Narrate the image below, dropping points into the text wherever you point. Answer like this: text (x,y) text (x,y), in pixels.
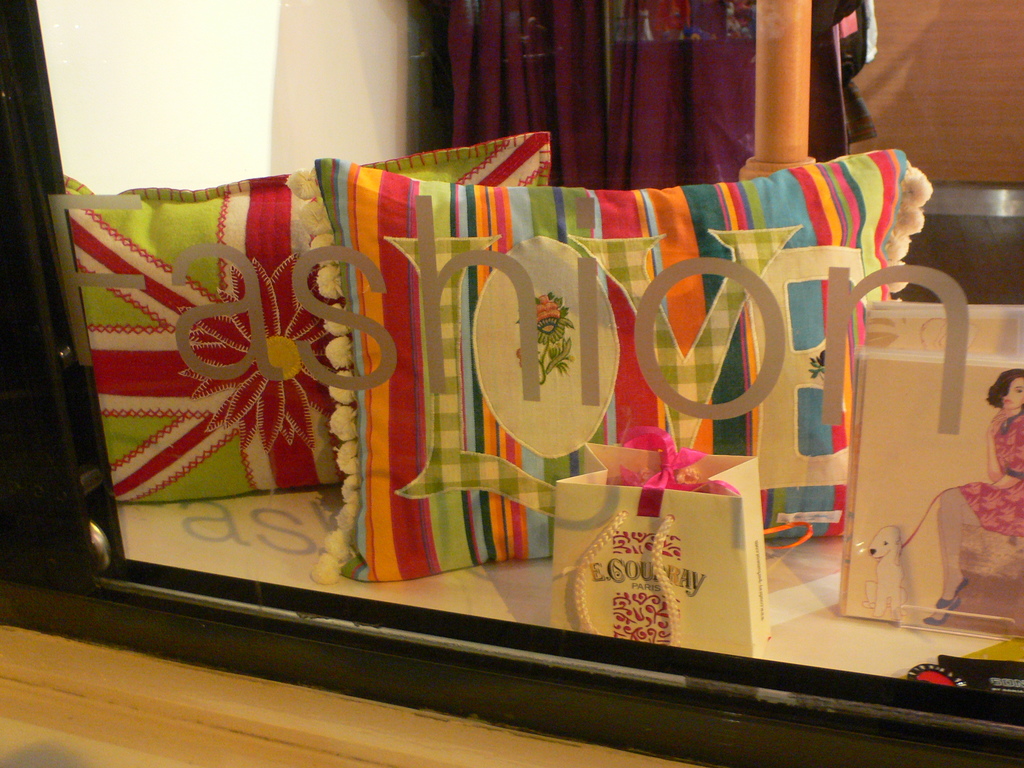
To the bottom of the image (399,720) there is a wooden surface (12,733). Behind the surface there is a glass window (955,421) with fashion written on it. Behind the glass window (377,320) there are pillows (319,321) with different color and also there is a bag (730,514) with rope (671,523). To the right corner of the image (887,449) behind the glass window (940,425) there is a frame (967,417). In the background (736,136) there is a purple cloth (731,126) and a wooden pole (768,129).
